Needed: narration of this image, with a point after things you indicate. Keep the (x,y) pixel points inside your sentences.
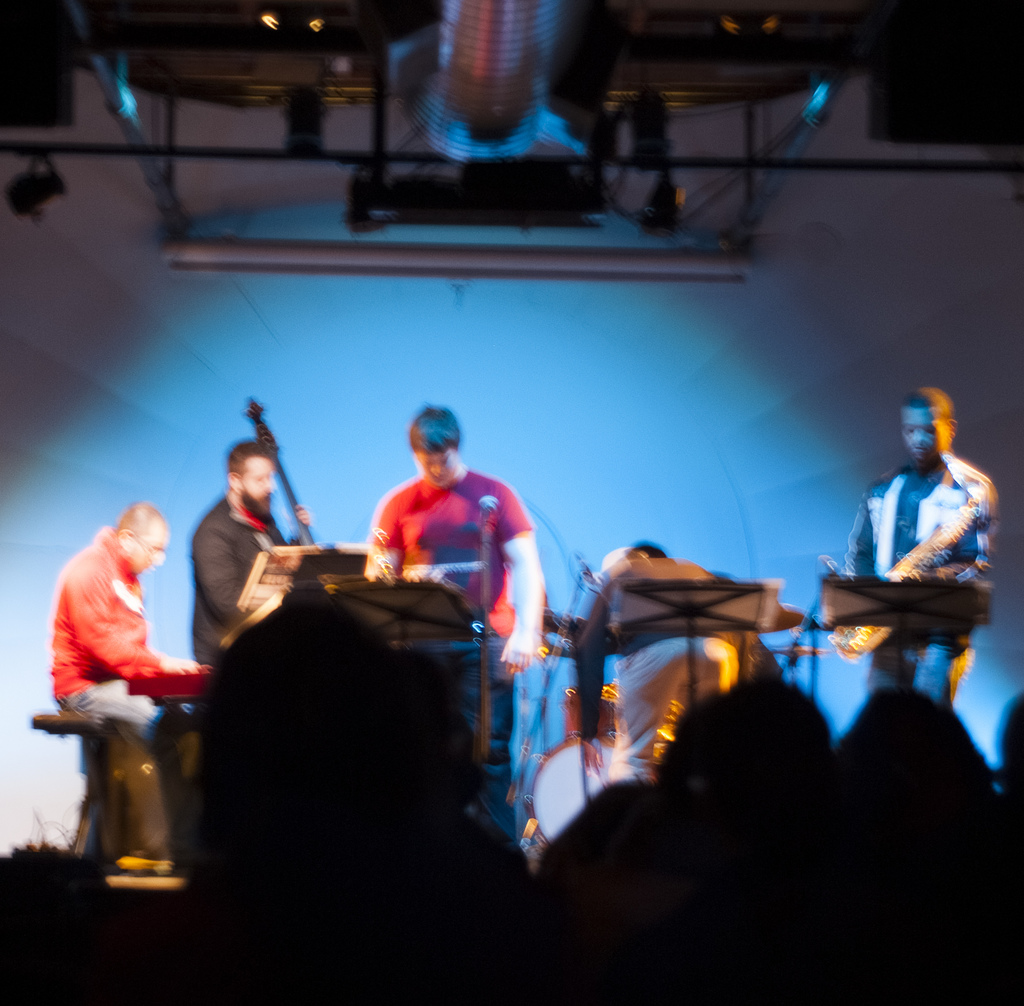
In this image there are a few people (449,557) playing guitar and other musical instruments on the stage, in front of them there are a few spectators (335,815) watching.
